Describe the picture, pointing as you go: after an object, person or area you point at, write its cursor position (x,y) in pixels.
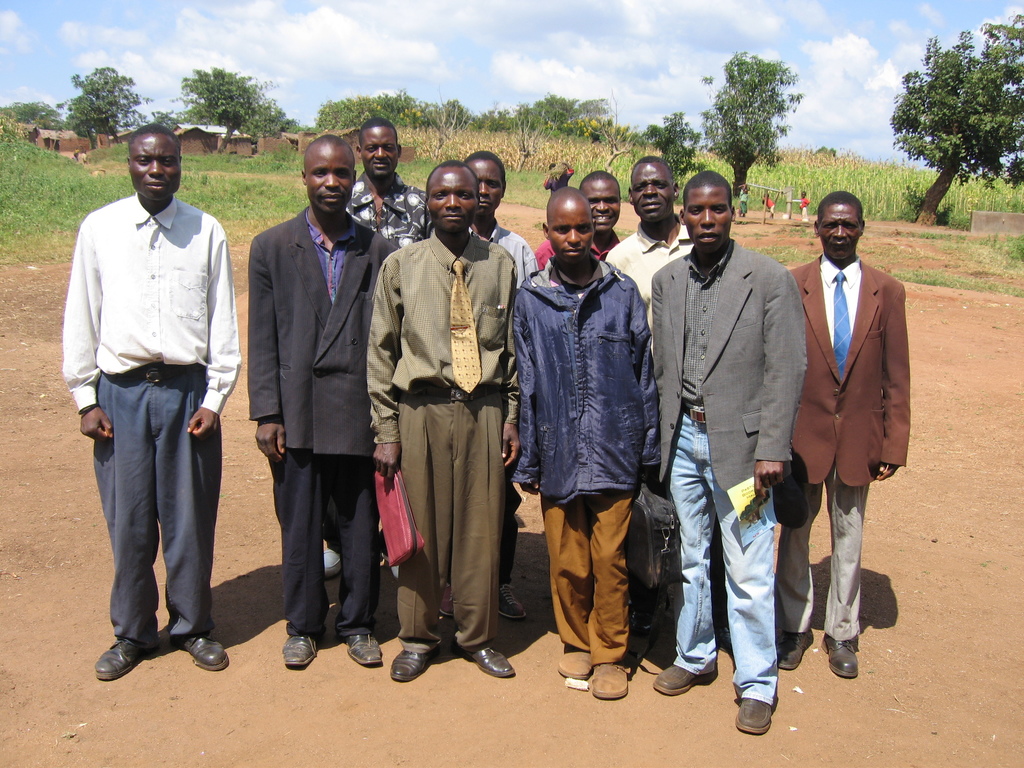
In this picture, we see people (559,489) standing. At the bottom of the picture (435,683), we see sand (860,692). Behind them, we see children (743,214) playing. There are trees (665,147), crops (541,161) and buildings (216,151) in the background (202,117). At the top of the picture (546,84), we see the sky (442,51). It is a sunny day.
